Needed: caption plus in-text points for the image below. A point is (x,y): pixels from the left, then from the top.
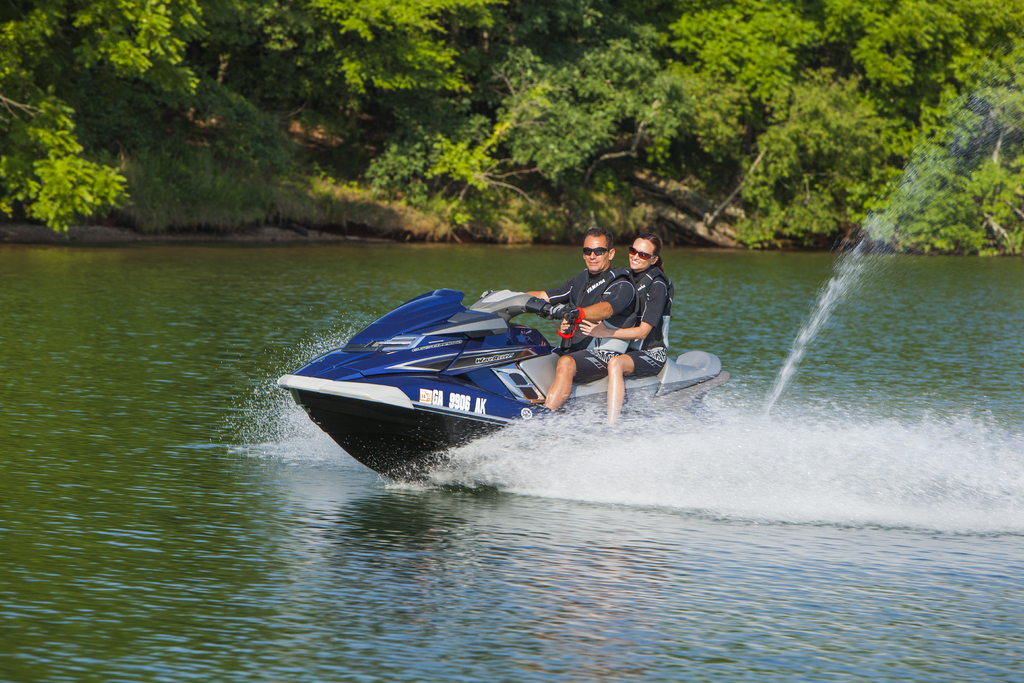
In this image there are two persons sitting and riding a motor boat (430,447) on the water (639,433), and in the background (600,161) there are trees (485,205).
